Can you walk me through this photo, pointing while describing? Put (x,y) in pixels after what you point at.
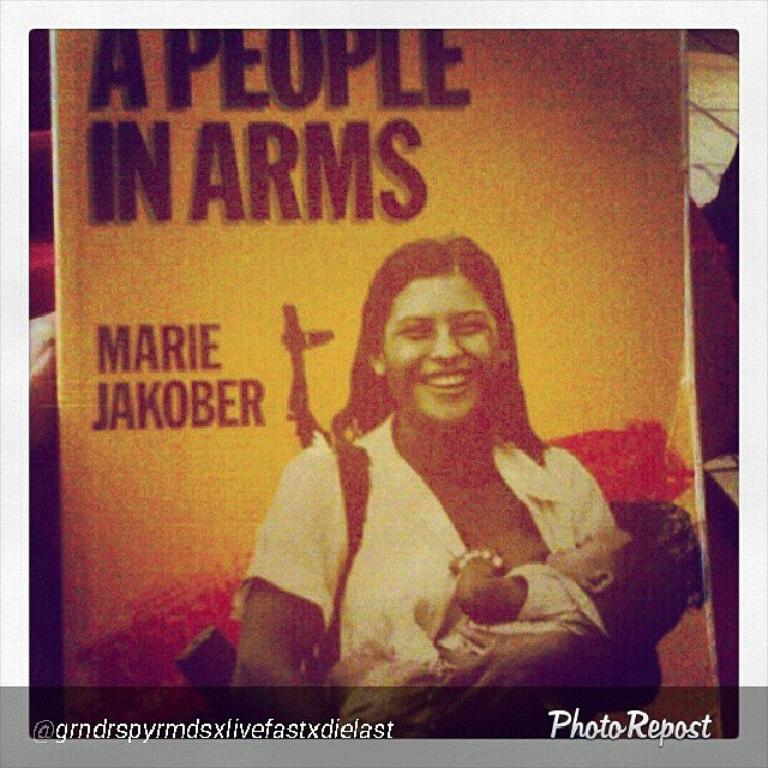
This is an edited image. It looks like a book (129,338) and on the book (155,265) there is an image (389,582) of a woman (401,524) and a baby (490,603). On the book (213,306) it is written something. On the image there are watermarks (389,724).
